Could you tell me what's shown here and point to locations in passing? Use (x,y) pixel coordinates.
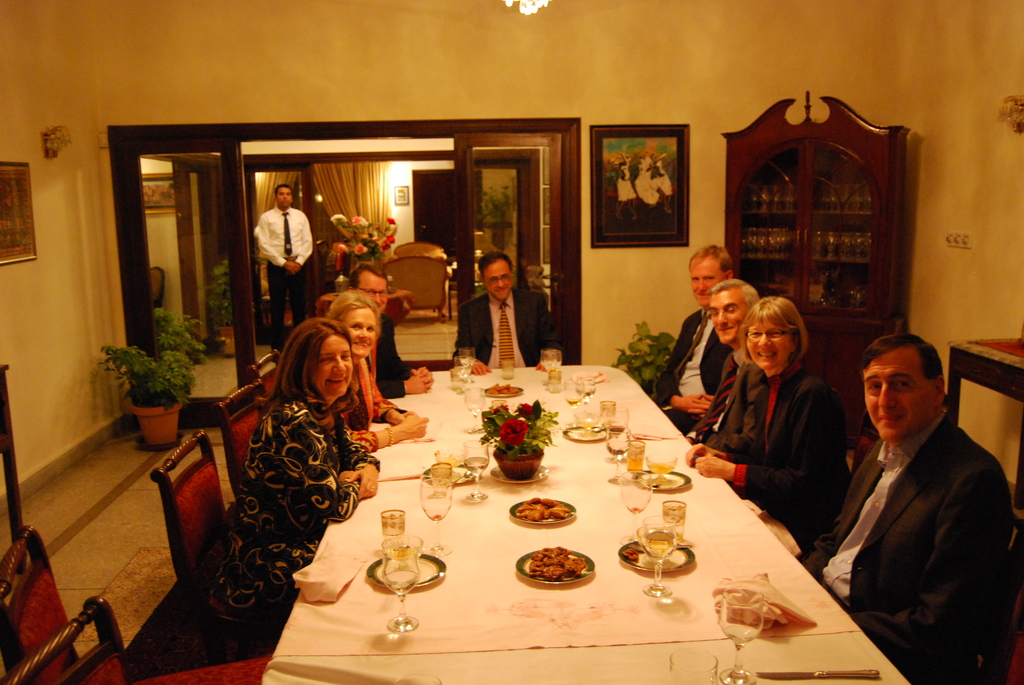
Here we can see a few people (972,569) who are sitting on a chair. They are having a food (497,385) and they are having a pretty smile on their face (761,356). In the background (272,287) we can see a person (267,219) on the top left (292,213) and a clay pot (166,431) which is on the left side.
